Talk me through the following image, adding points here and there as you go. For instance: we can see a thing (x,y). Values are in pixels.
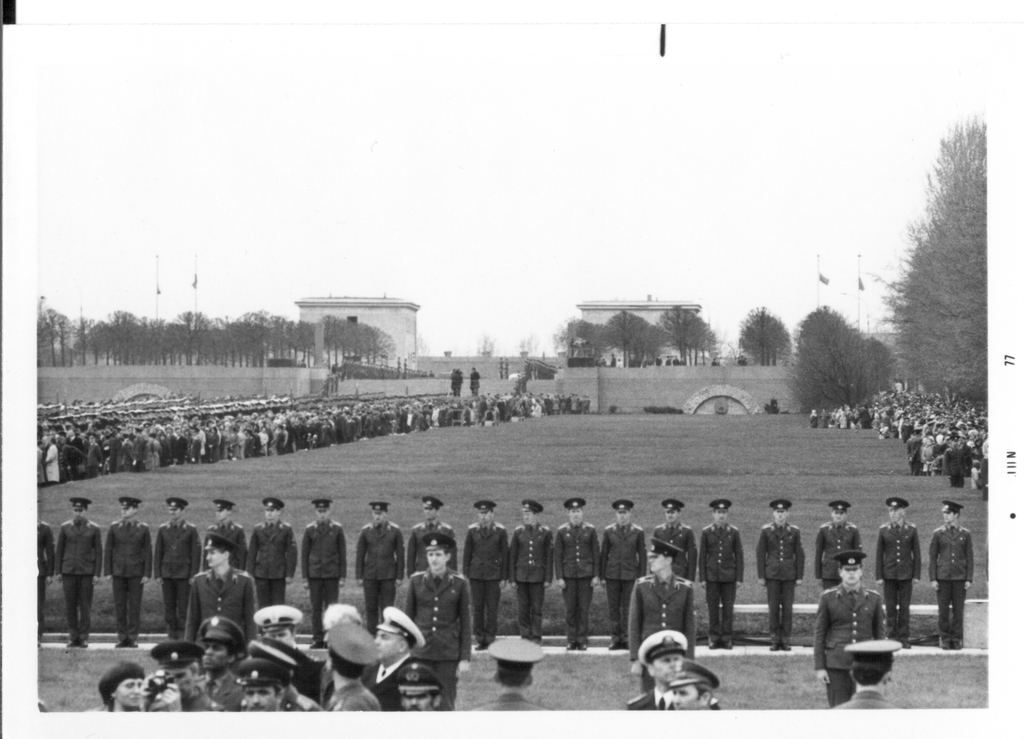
This is a black and white pic. At the bottom (447,630) there are few persons (440,646) standing and all of them have caps (404,629) on their heads (388,646). In the background (225,440) on the left (231,399) and right side (921,409) we can see many people (223,426) are standing and in the middle (560,455) we can see grass (546,518) on the ground (558,605), trees (134,339), buildings (339,347), poles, flags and sky (622,292).
